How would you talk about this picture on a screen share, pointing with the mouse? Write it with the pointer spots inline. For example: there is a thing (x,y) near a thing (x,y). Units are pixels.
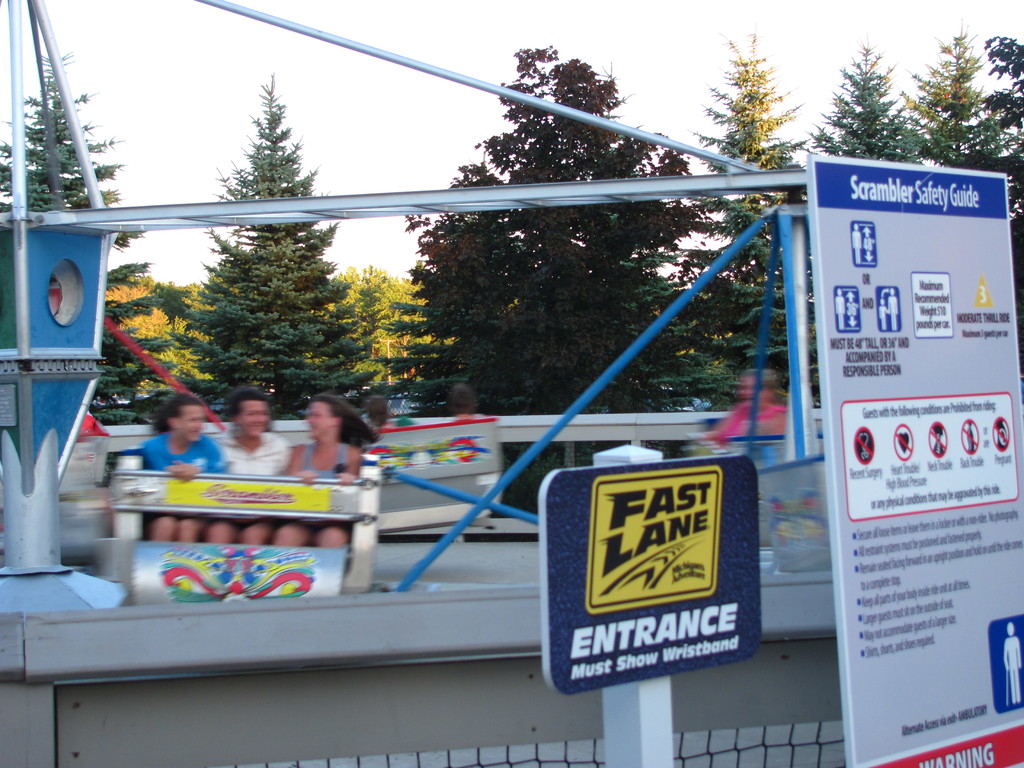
In this image there is a amusement ride (145,513), in that there are people (348,435) sitting and there are boards (839,463) on that boards (841,506) there is some text (864,568), in the background (447,62) there are trees (471,284) and the sky (495,39).
